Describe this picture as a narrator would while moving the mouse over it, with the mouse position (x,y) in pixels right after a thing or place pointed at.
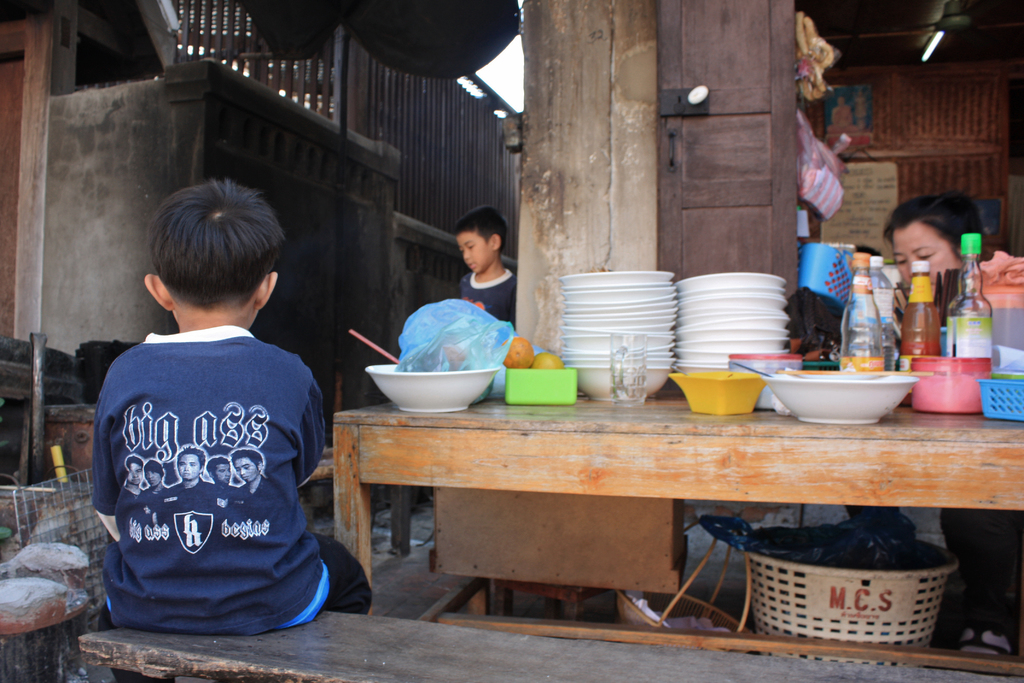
In this picture we can see two boys (134,471) and one woman (925,246) where here boy (263,516) is sitting on bench (397,640) and on table (788,428) we can see bowls (796,411), bottles (888,295), plates (692,310), plastic cover (488,336), fruits (516,352) and in background (434,135) we can see wall (233,116), light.
